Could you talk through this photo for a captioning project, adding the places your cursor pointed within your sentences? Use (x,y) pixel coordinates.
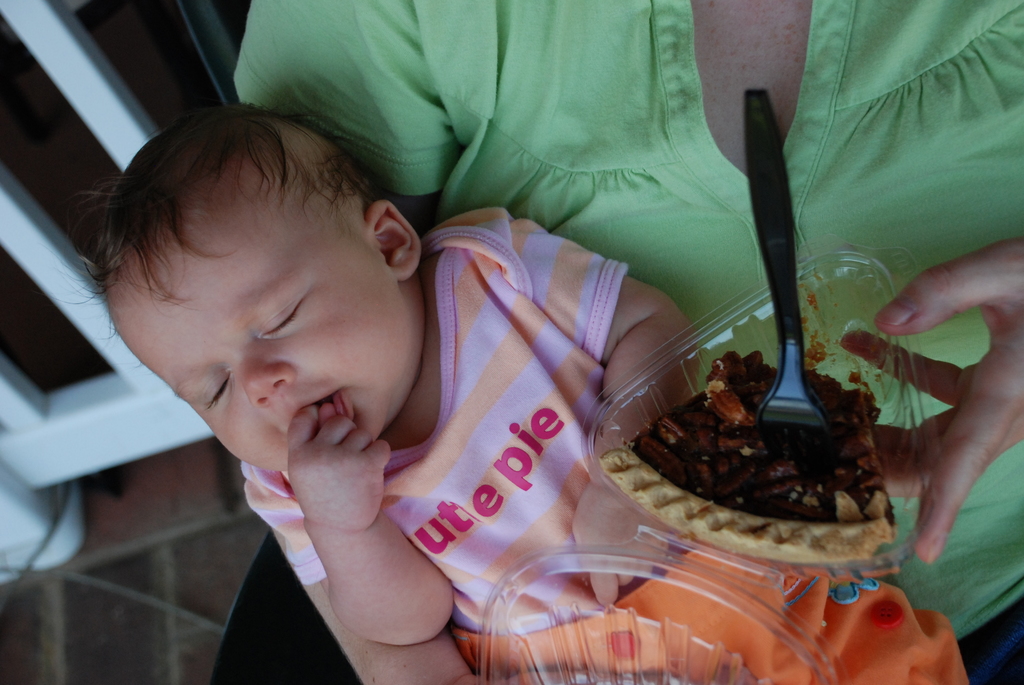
In this image we can see a woman (905,210) holding a baby (470,414) in her hand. In the other hand (981,373) she is holding a bowl (886,344) containing food (724,456) and fork (773,420). In the background (25,550) we can see metal poles (125,390).
